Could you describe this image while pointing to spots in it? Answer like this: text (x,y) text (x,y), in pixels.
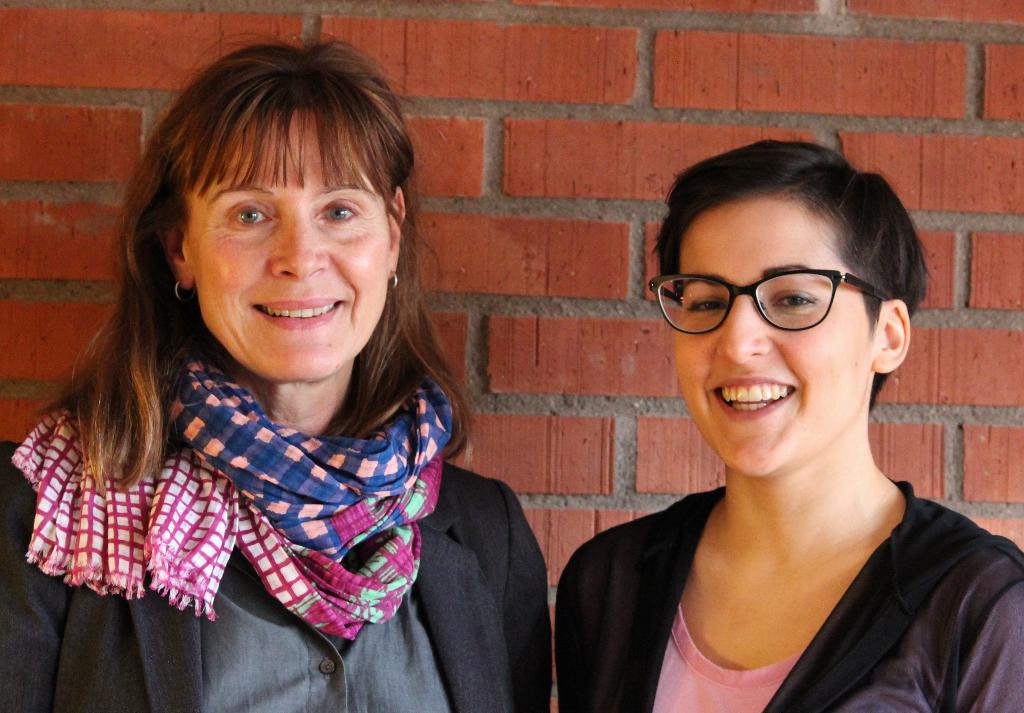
On the left side of the image (312,458) there is a lady (316,455) with stole (330,448) around her neck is smiling. Beside her on the right side (775,376) there is another lady (773,339) with spectacles (760,287) is smiling. Behind them there is a brick wall (2,233).
